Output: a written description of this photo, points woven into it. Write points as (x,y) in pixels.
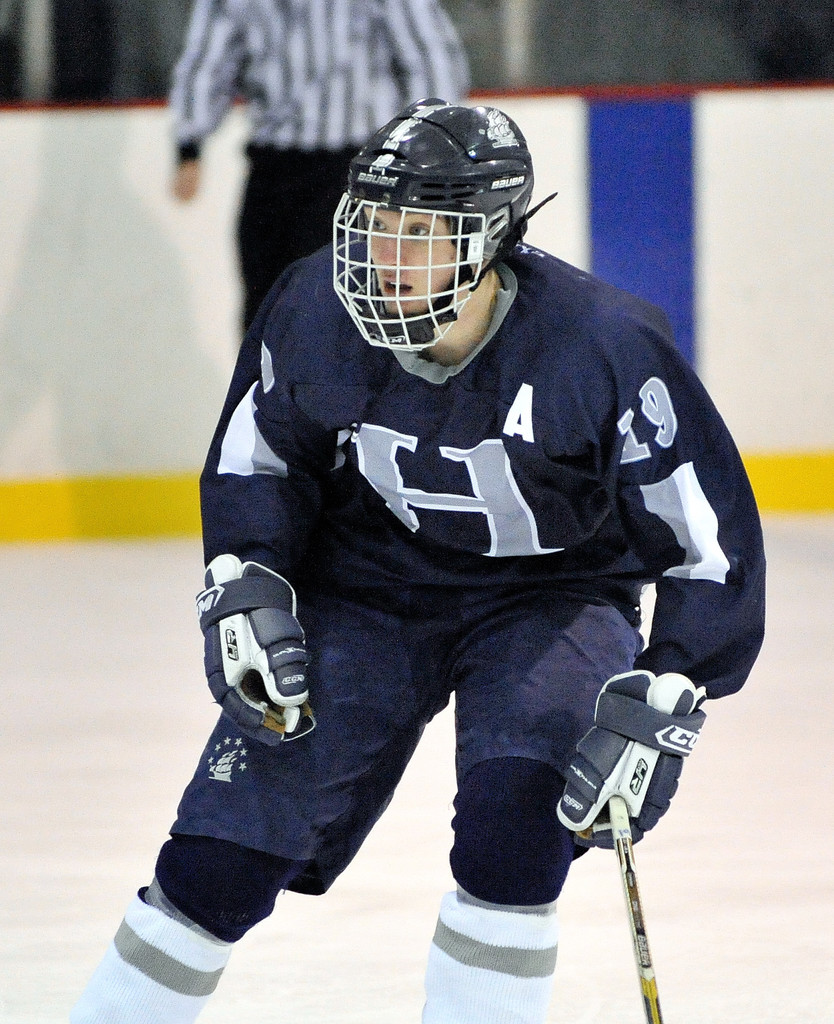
In this image we can see a person (538,505) holding a hockey stick (639,911) and wearing a helmet (462,146), in the background (600,194), we can see the wall (239,131) and a person (327,133) truncated.
